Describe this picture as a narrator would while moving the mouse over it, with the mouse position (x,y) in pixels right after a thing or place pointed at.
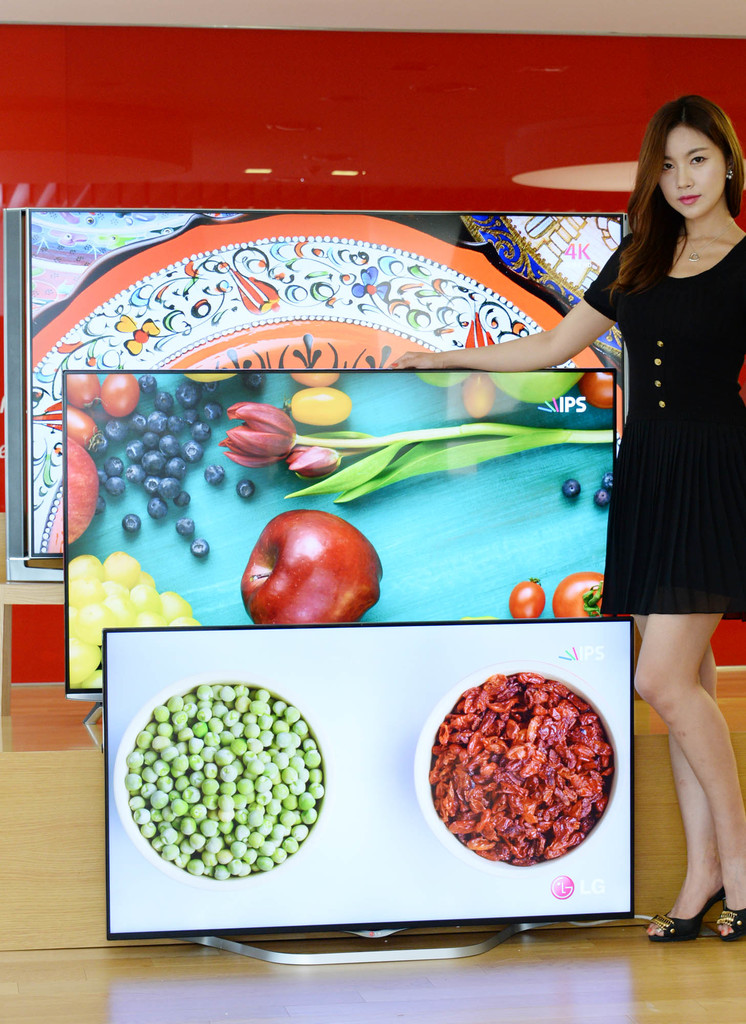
This image is taken indoors. At the bottom of the image (338,1002) there is a floor (706,1003). In the background (213,137) there is a wall (329,186) and there is a big screen (69,289). At the top of the image (249,19) there is a ceiling (524,21). In the middle of the image (383,505) there are two screens (288,663) with a few images (252,588) of fruits (312,515), a flower (391,451), a few vegetables (69,394) and two bowls (241,776) with food items (442,800). On the right side of the image (646,300) a woman (661,293) is standing on the floor (689,998).
